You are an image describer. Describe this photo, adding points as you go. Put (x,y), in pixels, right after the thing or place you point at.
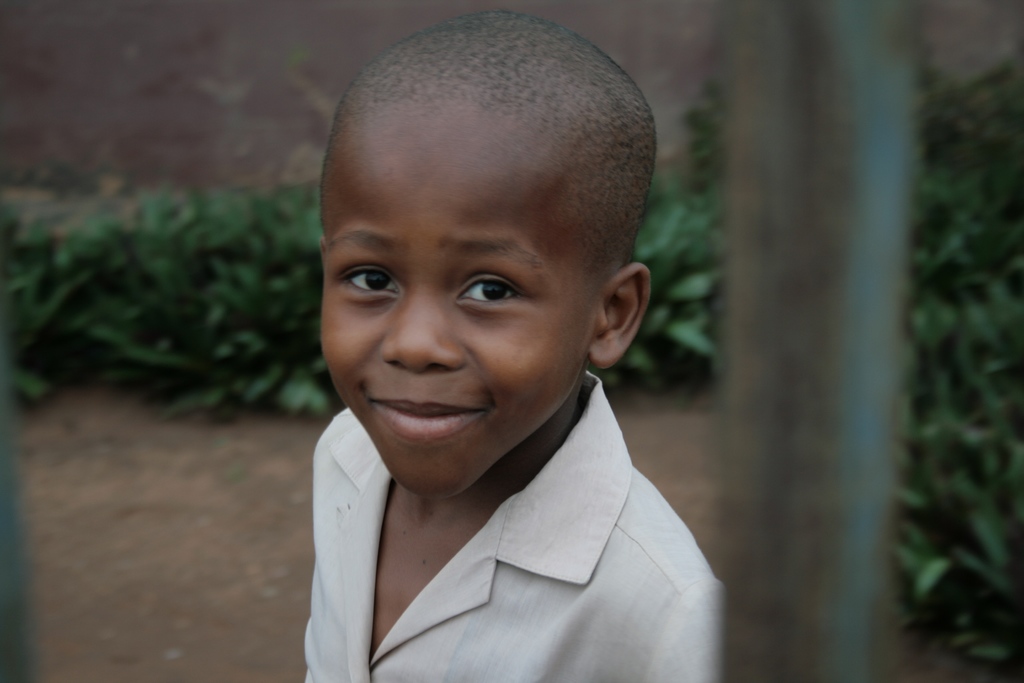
In this image there is a boy (545,512) wearing a shirt (479,570). Behind him there are few plants (211,348) on the land (202,552). Right side (730,201) there is a pole (872,674).
